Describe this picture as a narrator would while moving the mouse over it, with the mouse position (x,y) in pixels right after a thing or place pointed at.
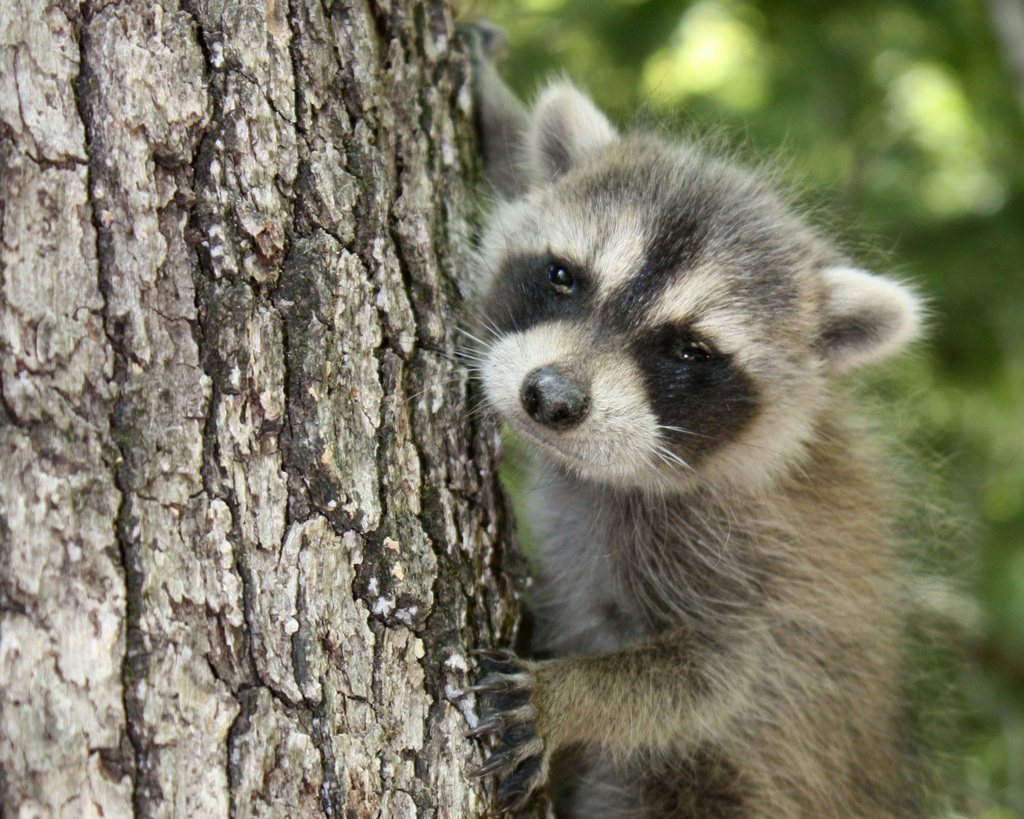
In this picture there is an animal (684,800) on the tree (273,673). At the back (861,153) the image is blurry.
